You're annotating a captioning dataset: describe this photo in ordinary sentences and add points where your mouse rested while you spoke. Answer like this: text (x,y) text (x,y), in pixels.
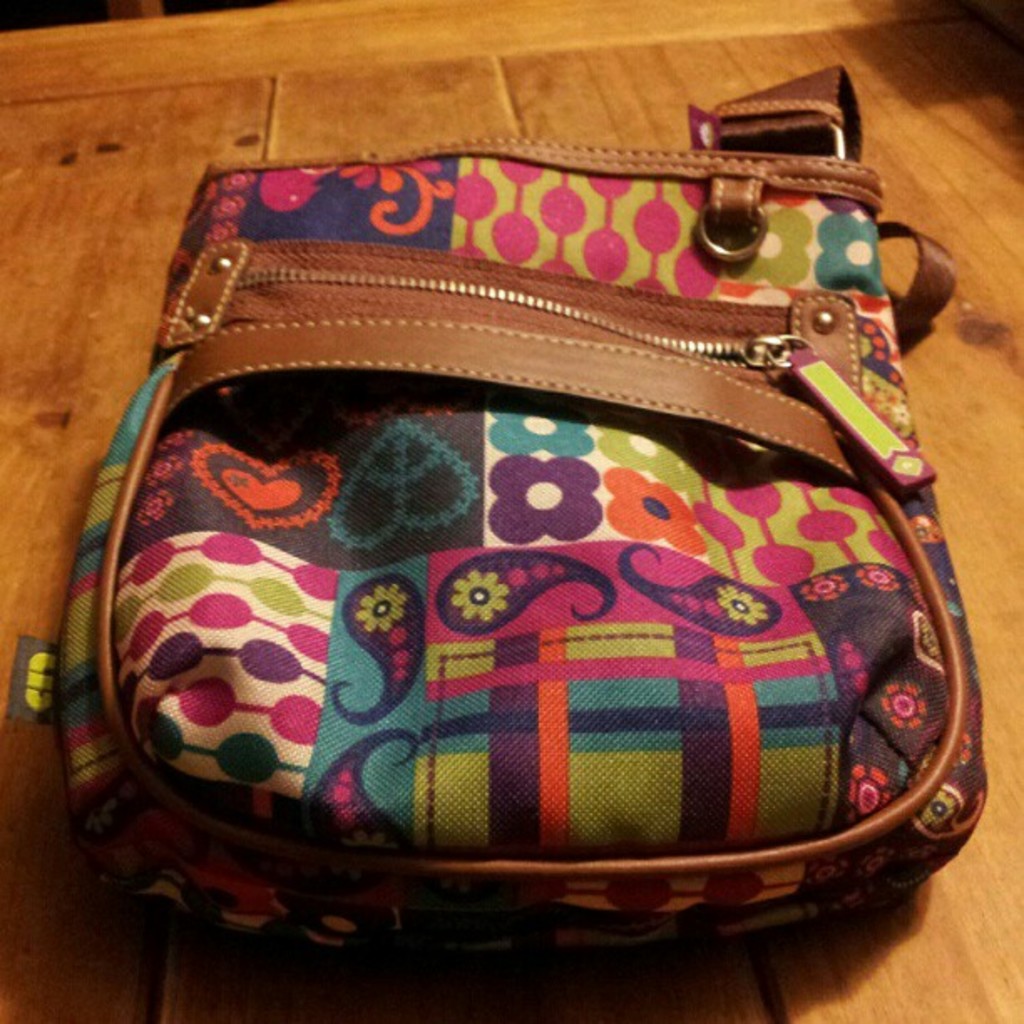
In the picture, there is a bag (425,589) which is of multi color and lot of arts (512,704) on this bag (636,487), there is single zip (749,333), there is a strap (848,87) to hold the bag (426,192) it is placed on the brown color table (123,122).
